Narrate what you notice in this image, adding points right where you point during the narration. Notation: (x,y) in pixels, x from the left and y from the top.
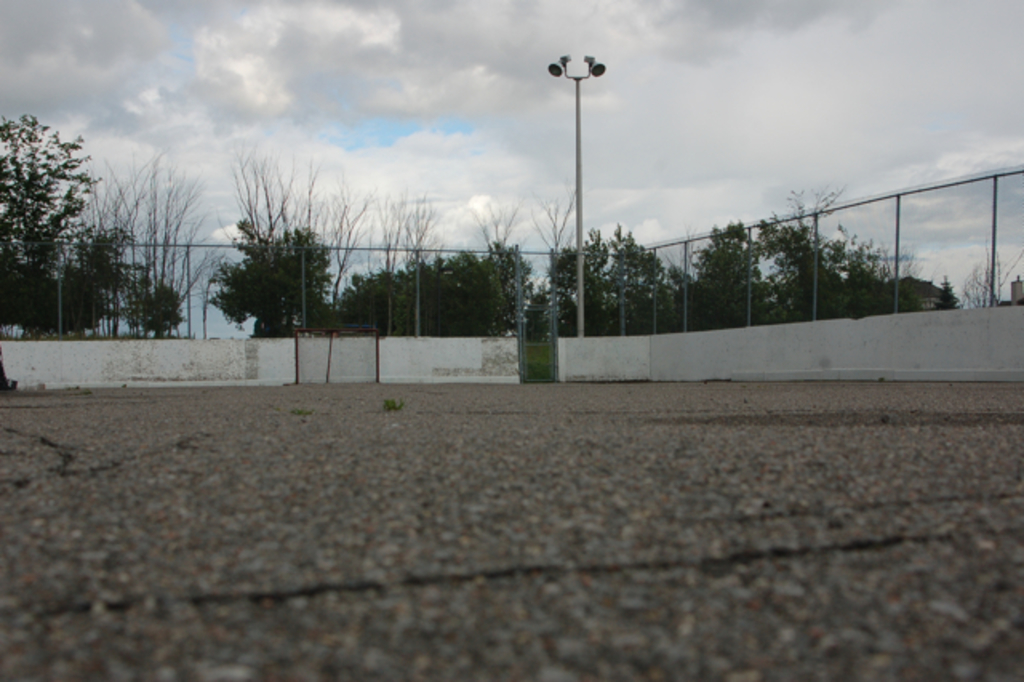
In this image at the bottom (533,488) there is a road (190,437) and in the center (502,247) there are some trees (68,215) fence (896,257), wall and pole (581,297) and some lights (556,73). At the top of the image (475,88) there is sky (715,129).
